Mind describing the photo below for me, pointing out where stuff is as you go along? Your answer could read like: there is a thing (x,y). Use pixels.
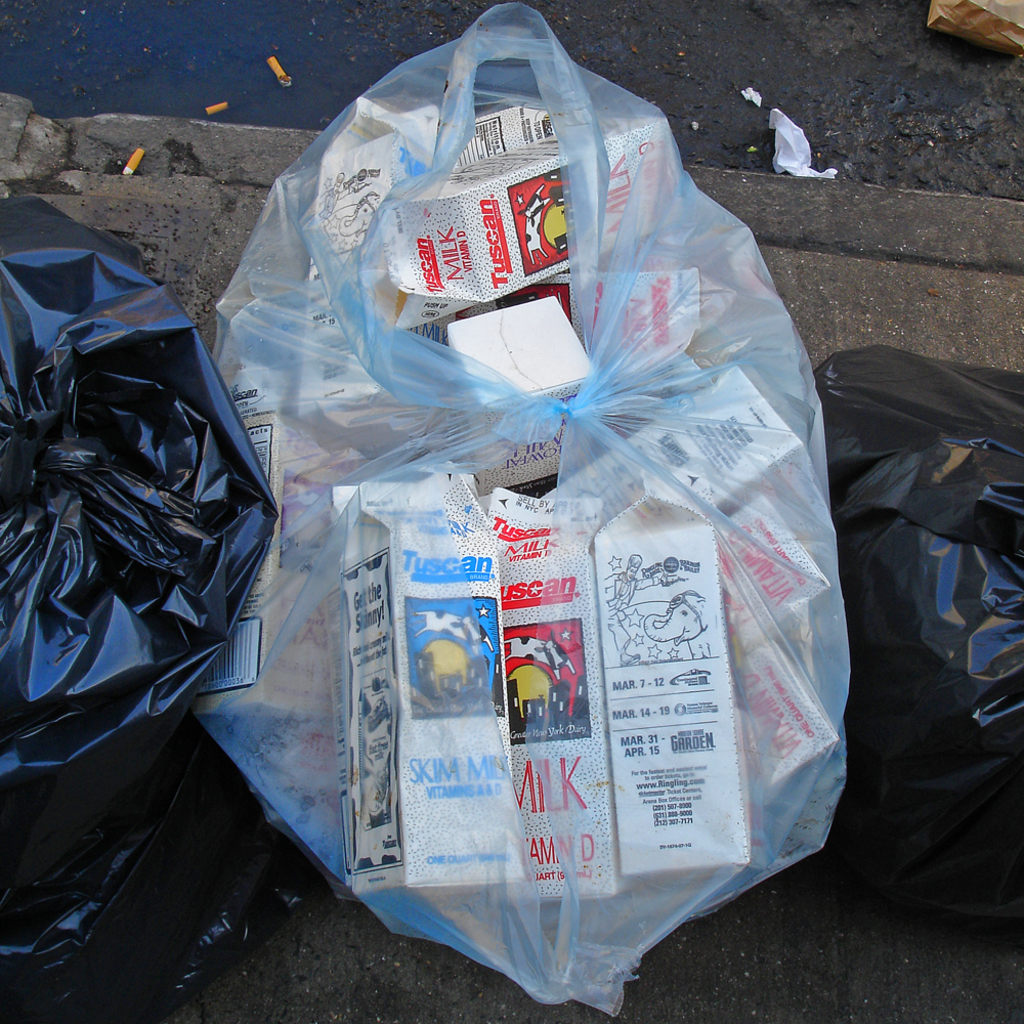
In this image we can see milk cartons (533,442) placed in the polythene bags (85,591). At the bottom (418,999) there is a road (324,954).
